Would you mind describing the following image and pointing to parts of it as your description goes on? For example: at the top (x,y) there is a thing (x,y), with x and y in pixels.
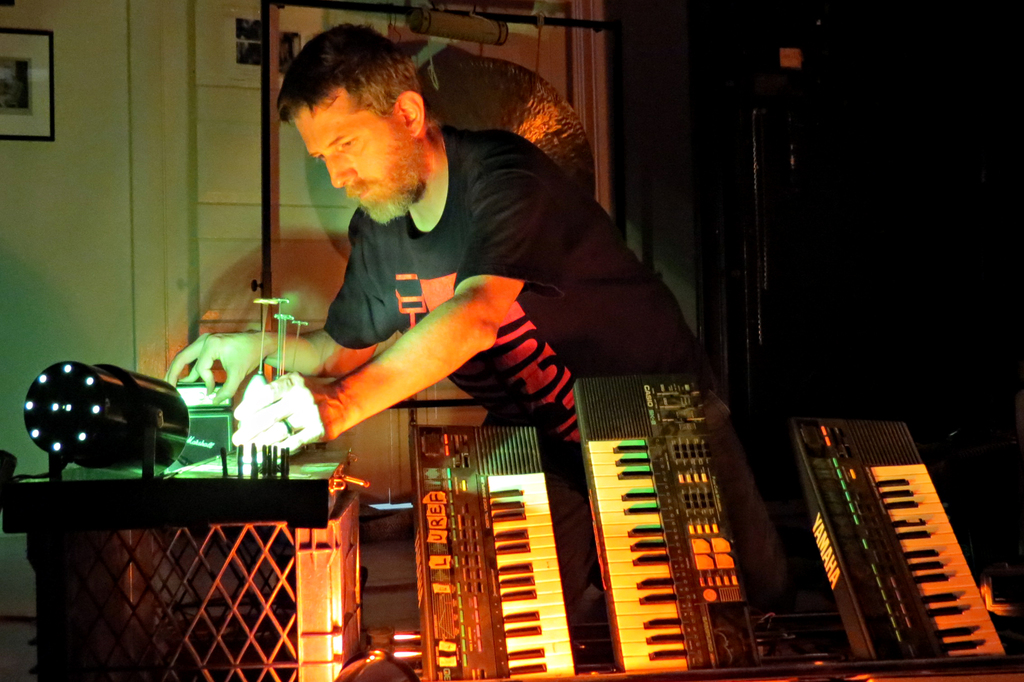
In this picture we can see a man (484,249) wearing a black color T-shirt (413,315) is repairing a musical instrument (191,383) and spotlight (153,441) on it, beside him there is three piano (651,516) on which Yamaha brand name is written, on the back side (196,91) we can see white door (215,109) and wall (74,117) on which photo frame (13,126) is hanging.
